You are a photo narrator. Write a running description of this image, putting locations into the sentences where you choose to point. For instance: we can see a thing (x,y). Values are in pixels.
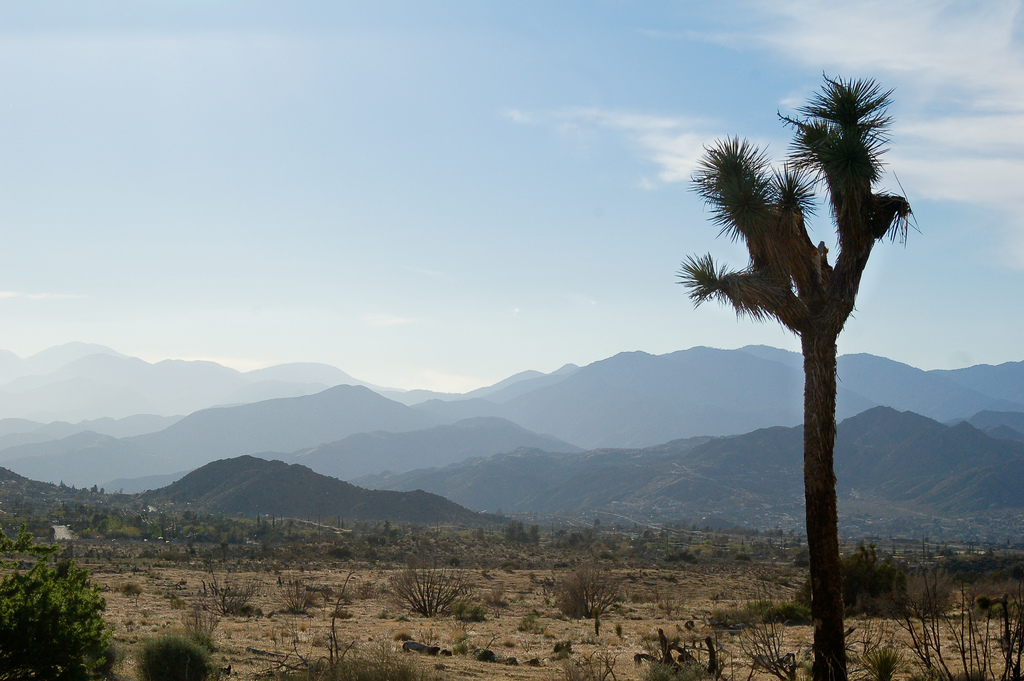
In this image I can see few trees (756,218), small plants (190,673) and few mountains (640,387). The sky (466,120) is in white and blue color.
